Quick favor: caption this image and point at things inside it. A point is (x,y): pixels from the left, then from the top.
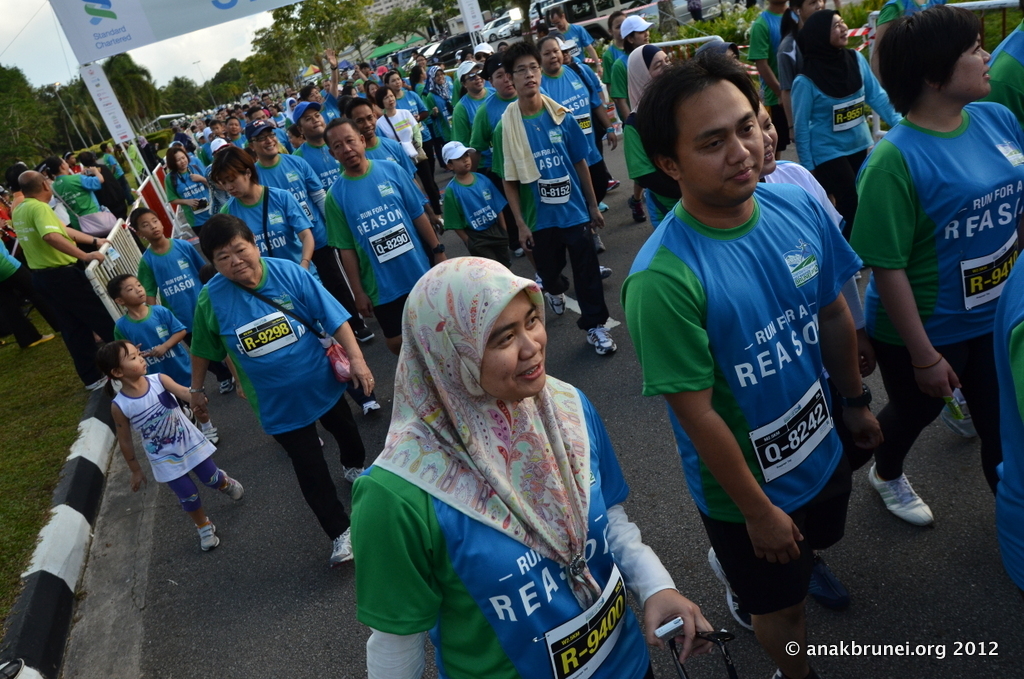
In this picture we can see a group of people (219,126) where some are walking on the road (628,448) and some are standing on the grass (60,364), trees (11,142), banner (127,42), vehicles (510,31), building (379,12) and in the background (183,53) we can see the sky (215,28).
